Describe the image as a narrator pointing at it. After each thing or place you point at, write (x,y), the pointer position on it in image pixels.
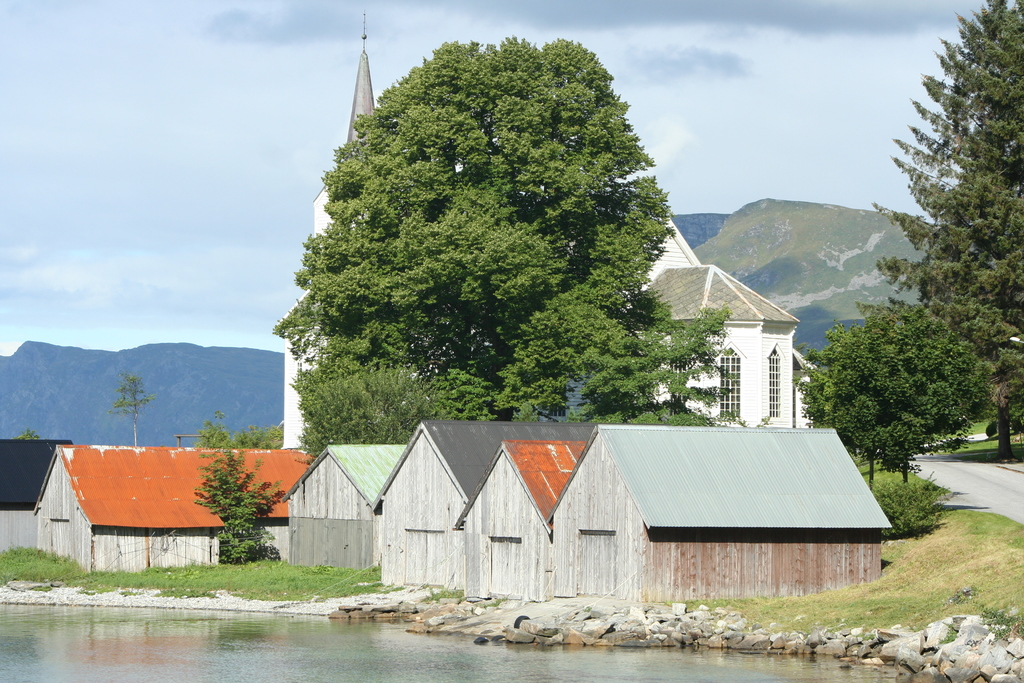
In this image there is a road (952,487). There is water (782,663). There are stones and grass (85,578). We can see trees (823,382) and mountains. There is sky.
